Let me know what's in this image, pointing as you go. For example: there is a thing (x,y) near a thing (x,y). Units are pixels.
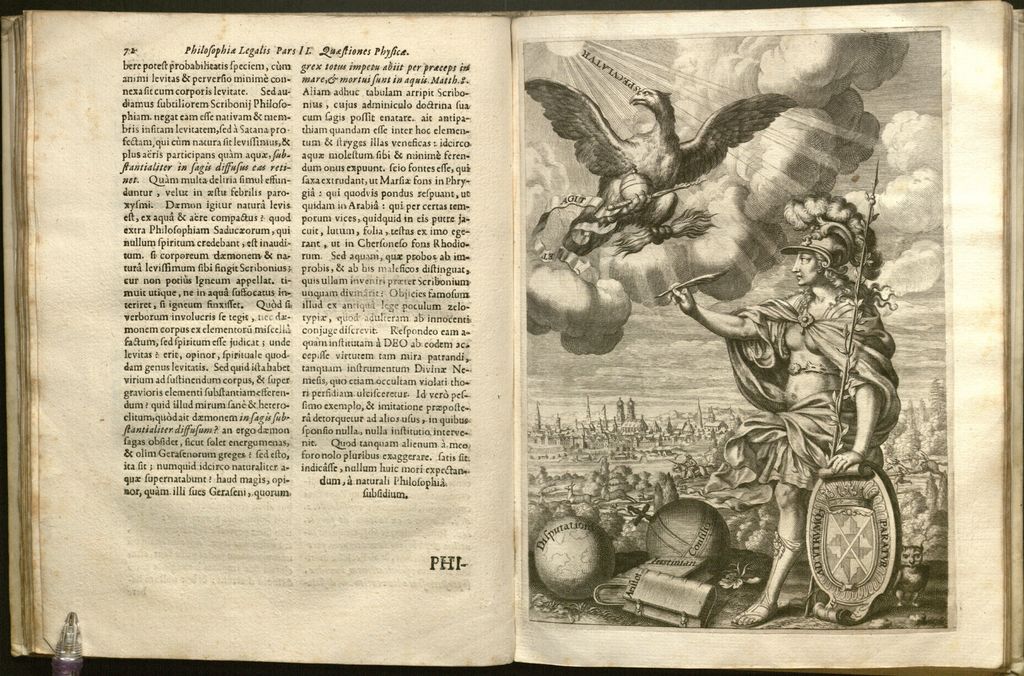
There is a book (176,154) in the center of the image (435,272), where we can see an image (612,241) and text (368,269), it seems like a pen (75,621) at the bottom side (69,652).
